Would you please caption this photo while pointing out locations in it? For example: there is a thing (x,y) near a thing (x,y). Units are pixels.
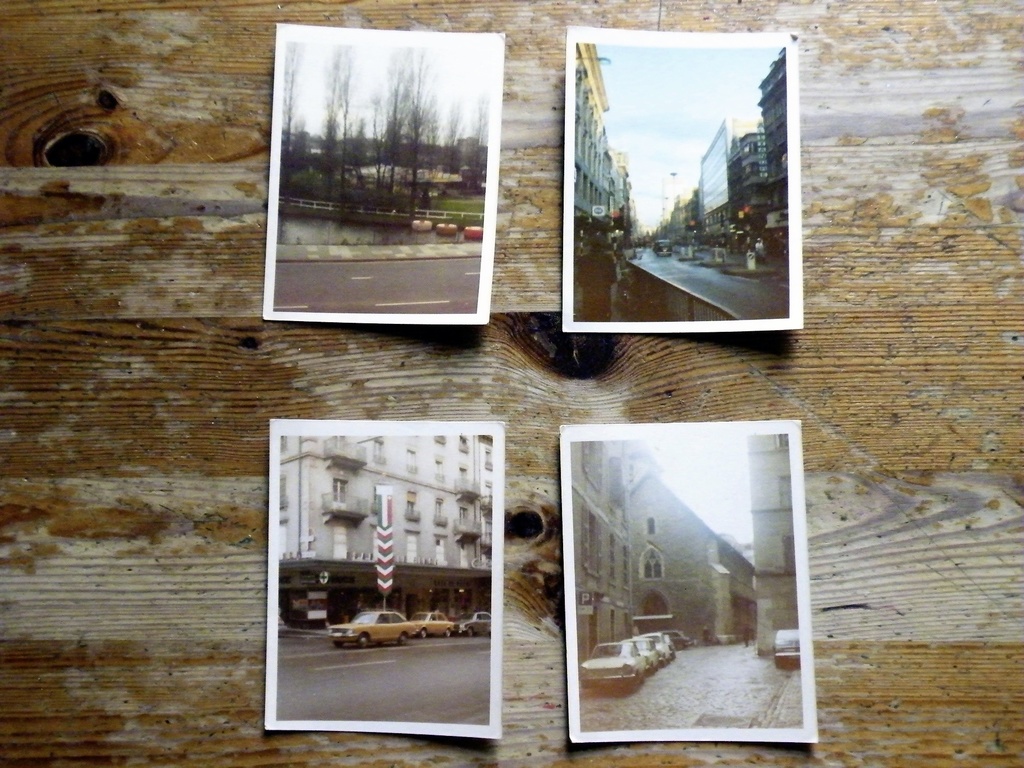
In the image in the center (541,259) there is a wooden wall (293,340). On the wall (291,385), we can see a collection of photos (644,437). In the photos (612,446), we can see the sky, buildings (628,474), trees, vehicles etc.
